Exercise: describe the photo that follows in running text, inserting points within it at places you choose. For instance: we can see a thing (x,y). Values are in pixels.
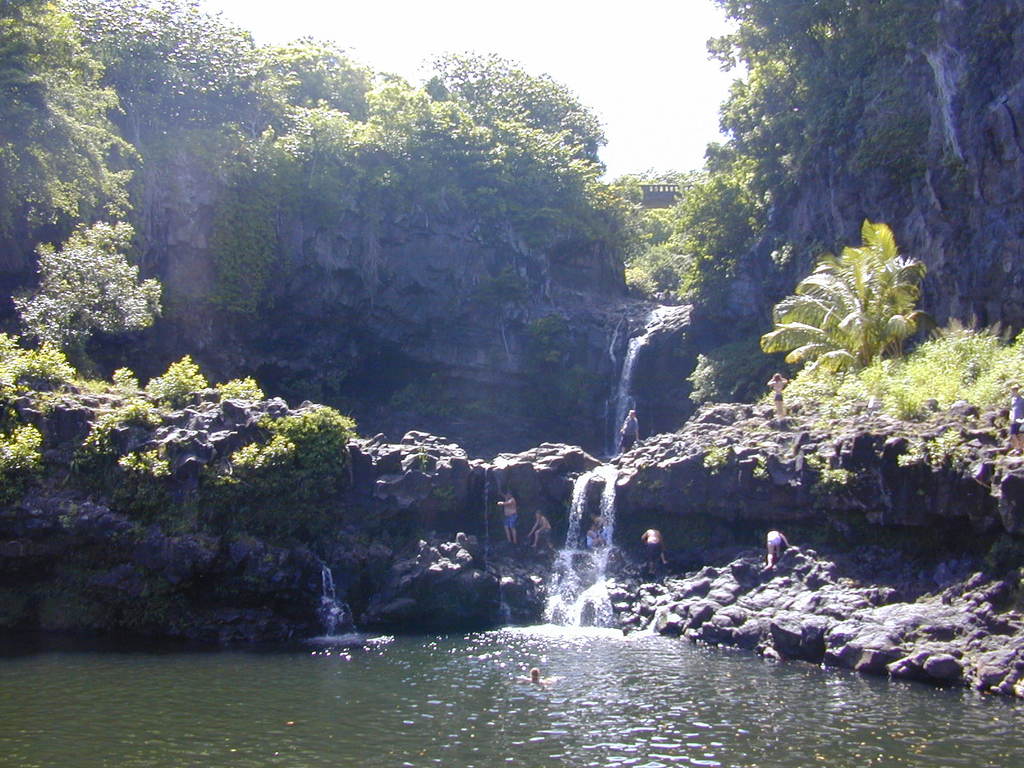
There is water (582,635) at the bottom side of the image (513,656), there are people (513,503) standing on the stones (475,525) in the center (672,503), it seems like mountains (963,45), waterfall (627,370) and sky (688,85) in the background (591,222).
